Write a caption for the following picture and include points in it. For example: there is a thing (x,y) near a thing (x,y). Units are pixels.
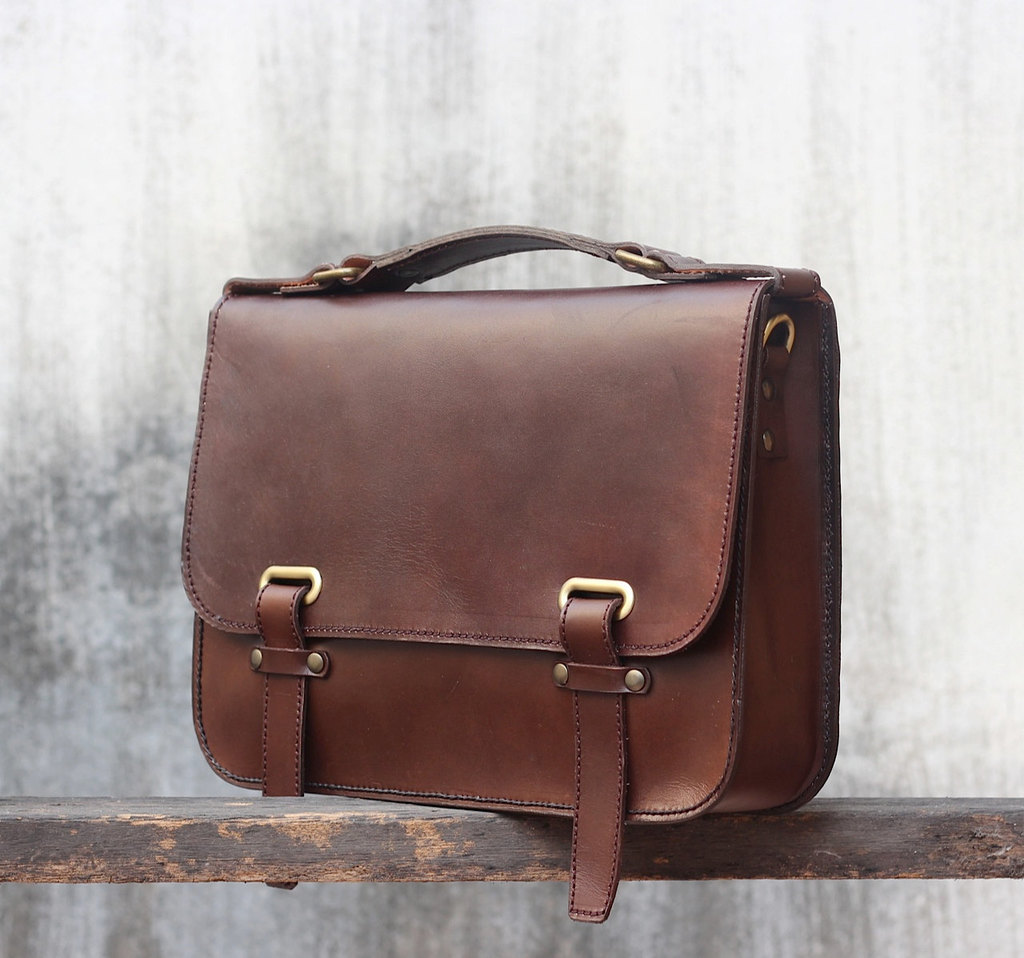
This brown color leather bag (469,641) is kept on this wooden bench (355,823).
